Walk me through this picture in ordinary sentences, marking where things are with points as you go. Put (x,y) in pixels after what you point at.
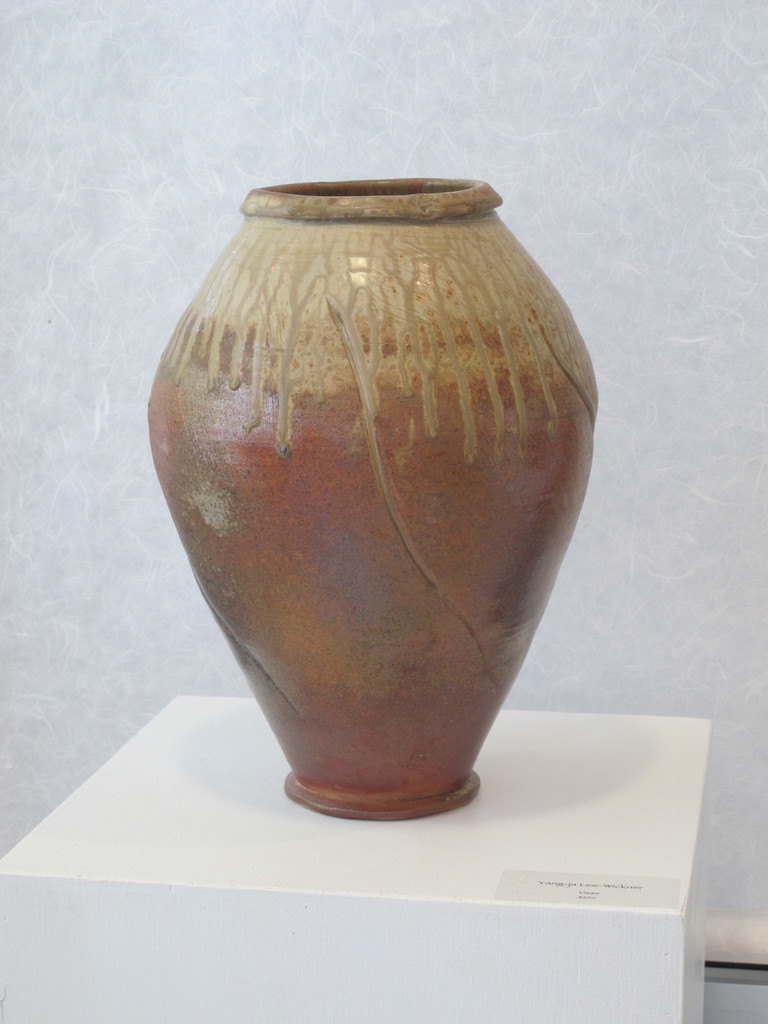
In this picture we can see a table (504,925) at the bottom (384,981), there is a ceramic pot (411,418) present on the table (506,912), in the background (594,195) there is a wall (661,129).
